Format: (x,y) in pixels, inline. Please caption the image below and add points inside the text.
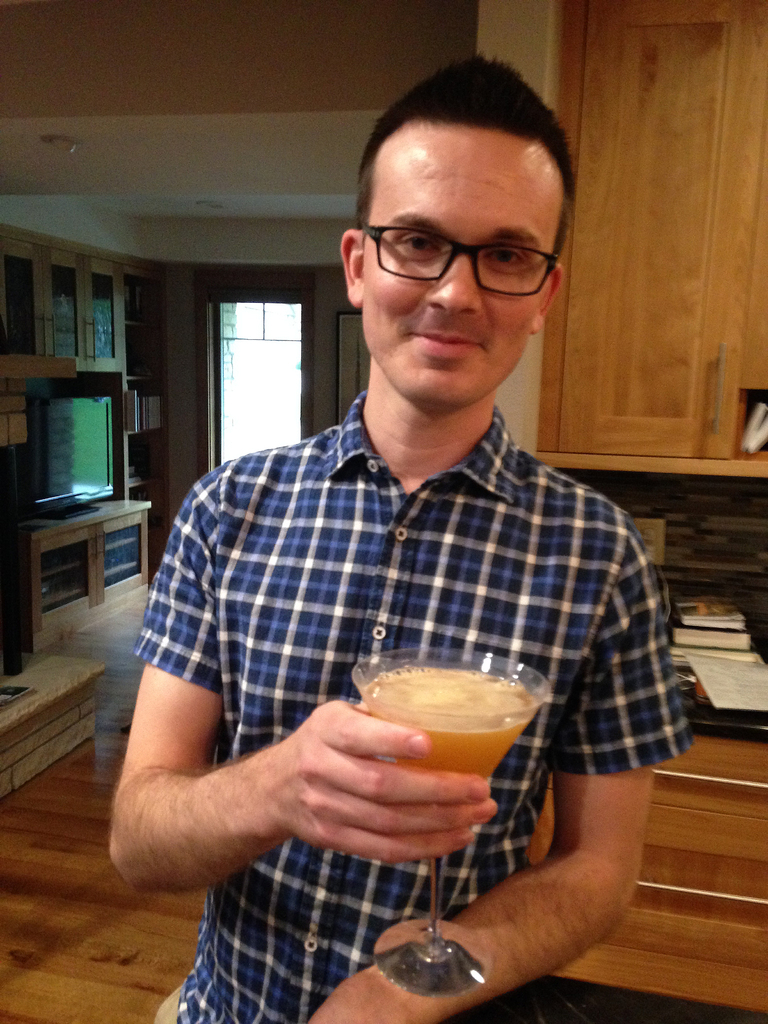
In the center of the image (415,567) we can see a man (551,488) is standing and holding a glass (477,746) which contains juice (475,735). In the background of the image (685,175) we can see the cupboards (744,288), books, screen (103,439), door (237,382), wall (331,332). At the top of the image (253,106) we can see the roof (268,146). At the bottom of the image (139,943) we can see the floor (152,940).
